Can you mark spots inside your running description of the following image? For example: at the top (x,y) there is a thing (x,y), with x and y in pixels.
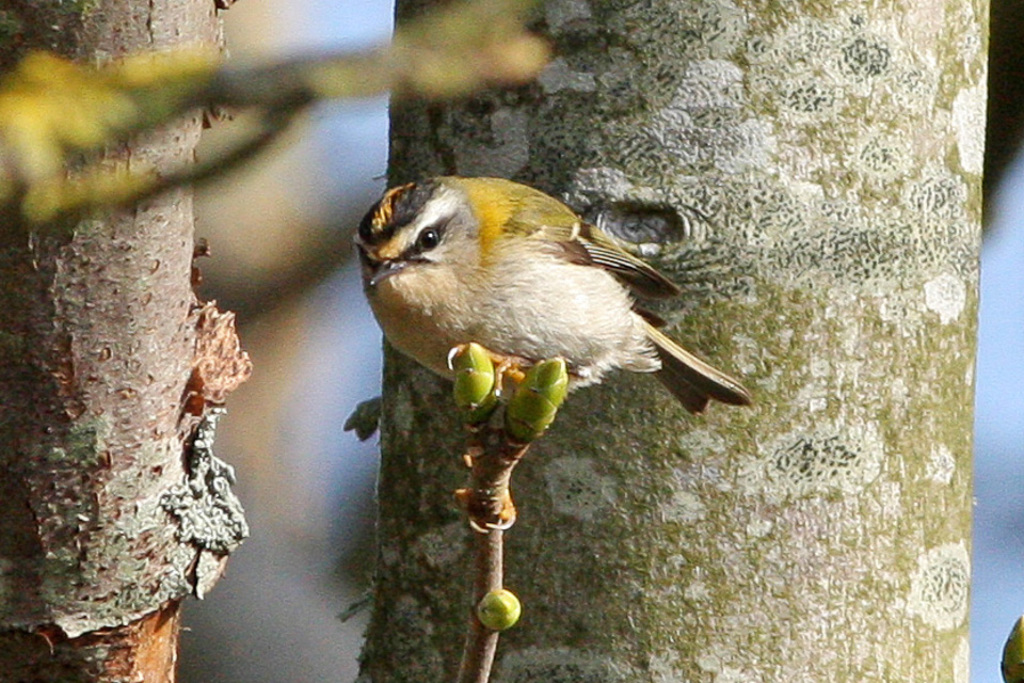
In this image there is a bird (533,269) sitting on the stem (496,435), and some barks (430,126) of trees (646,181) in the background (748,380).
